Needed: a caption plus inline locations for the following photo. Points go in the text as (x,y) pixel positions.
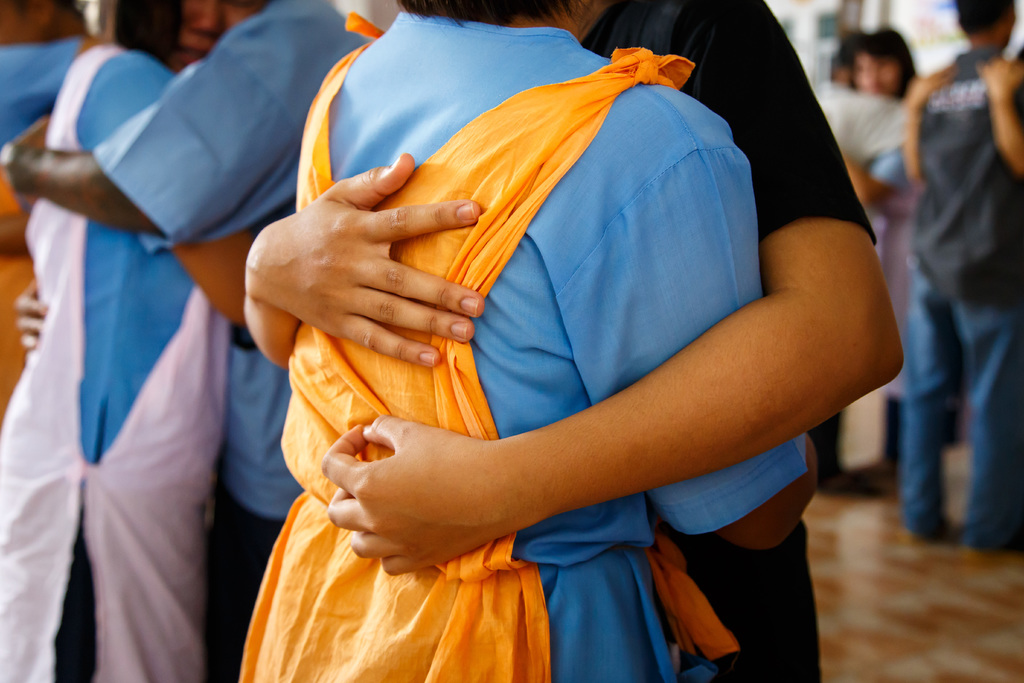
In this image, we can see people (670,219) hugging each other and at the bottom (875,576), there is a floor (921,592).
